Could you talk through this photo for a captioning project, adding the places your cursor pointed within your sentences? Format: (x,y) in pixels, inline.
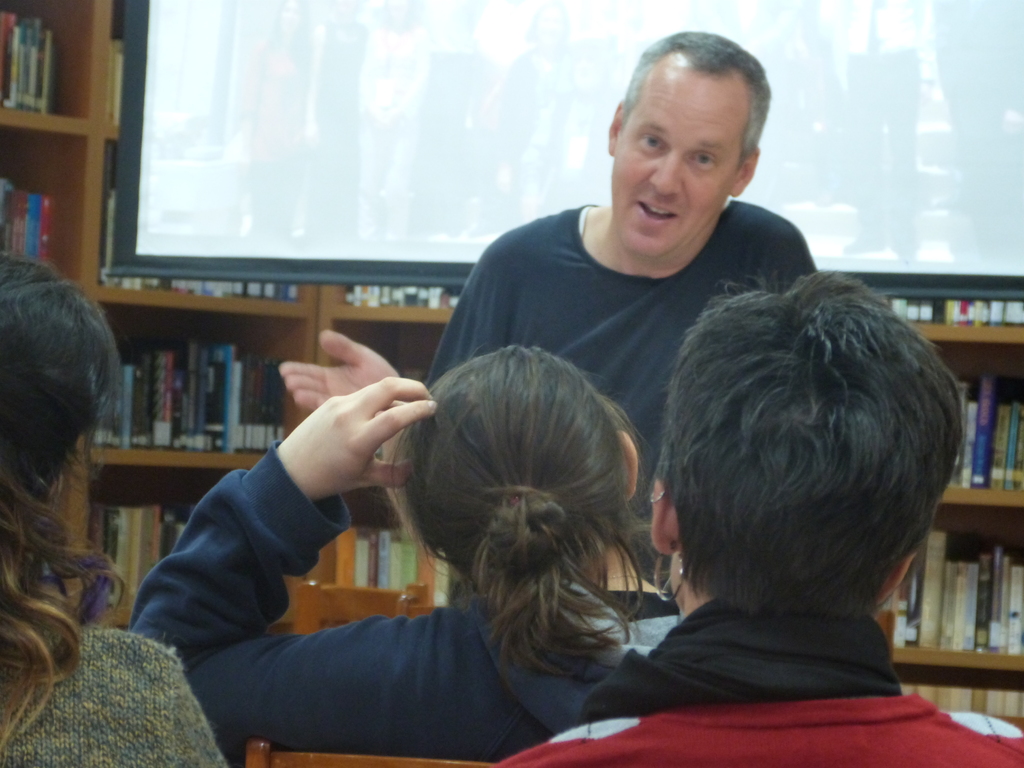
In this image I can see the group of people (391,638) with different color dresses (619,322). In the background (298,195) I can see the screen (388,97) and many books (195,434) inside the cupboard (14,157).
